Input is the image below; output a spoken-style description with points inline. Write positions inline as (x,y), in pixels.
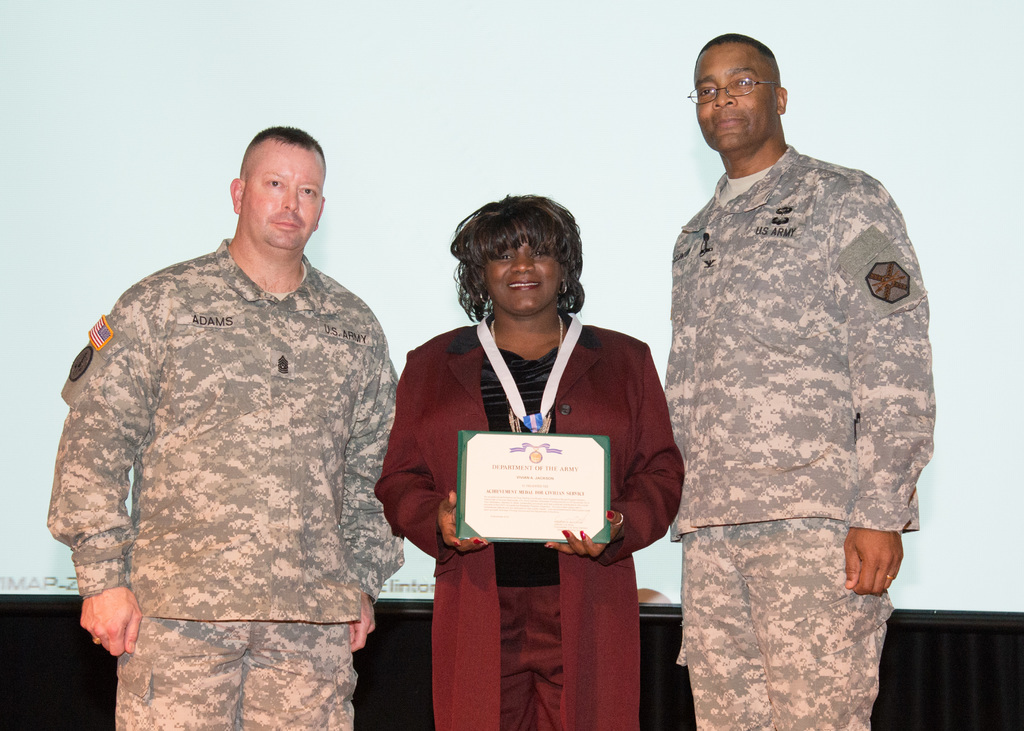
In the center of the image (567,406) a lady (617,413) is standing and holding a certificate (555,483), beside her two mans (276,447) are standing. In the background of the image (658,173) there is a wall (459,112). At the bottom of the image (430,636) we can see cloth (410,663) and some text (404,594).
